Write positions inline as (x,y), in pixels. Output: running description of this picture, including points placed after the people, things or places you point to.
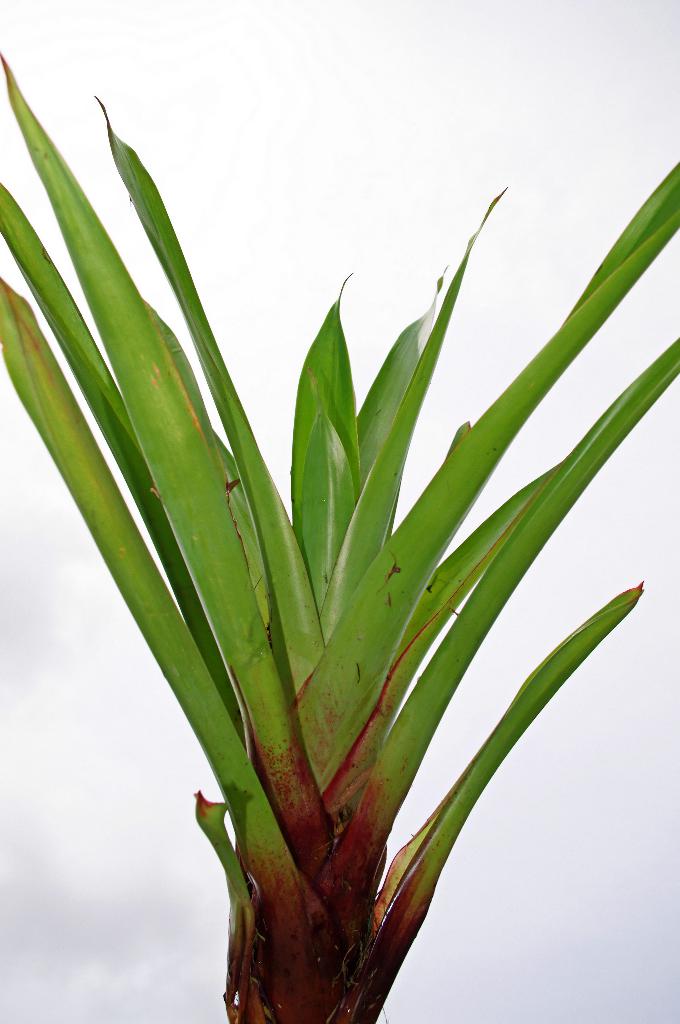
In this picture we can see a plant (127,538) and in the background (426,959) we can see the sky (93,843) with clouds (118,825).
